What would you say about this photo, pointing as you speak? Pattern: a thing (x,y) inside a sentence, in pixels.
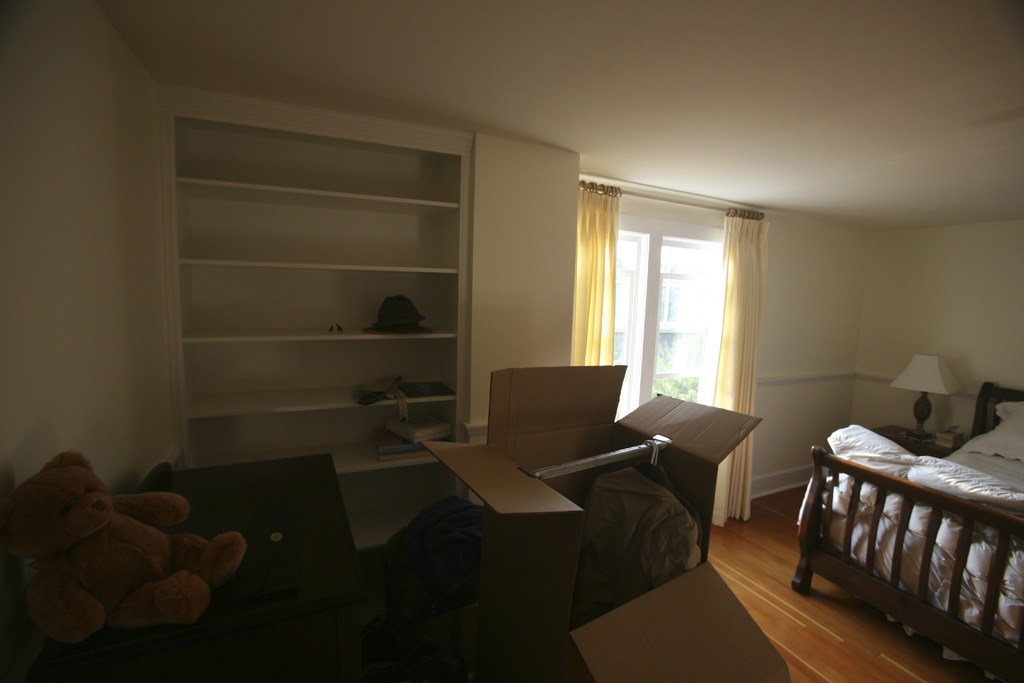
This is a picture in a room (611,243), in the room (611,243) there is a bed (935,500) beside the bed (950,459) there is a lamp (915,387) and a cardboard box (497,529) back side of the cardboard box (511,425) these are the shelves (329,307) and windows (648,304) and the wall (53,215) color is white.
